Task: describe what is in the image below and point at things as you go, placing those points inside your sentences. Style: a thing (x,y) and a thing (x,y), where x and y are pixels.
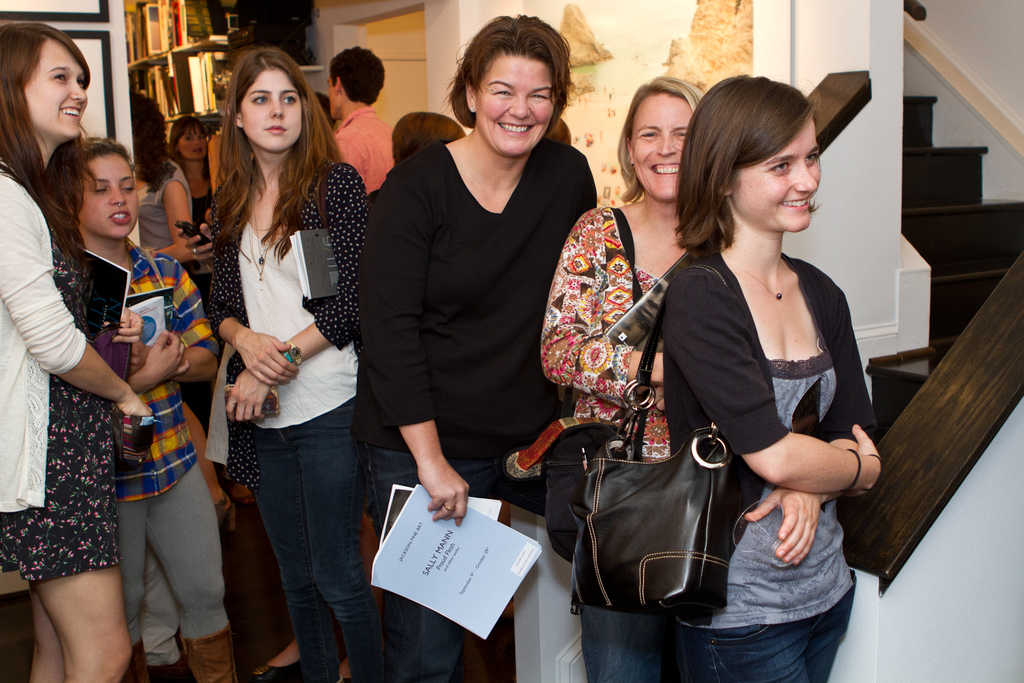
People (685,338) are standing holding bag (637,592) and paper (483,597), here there is shelf (203,50) with books (147,73).
